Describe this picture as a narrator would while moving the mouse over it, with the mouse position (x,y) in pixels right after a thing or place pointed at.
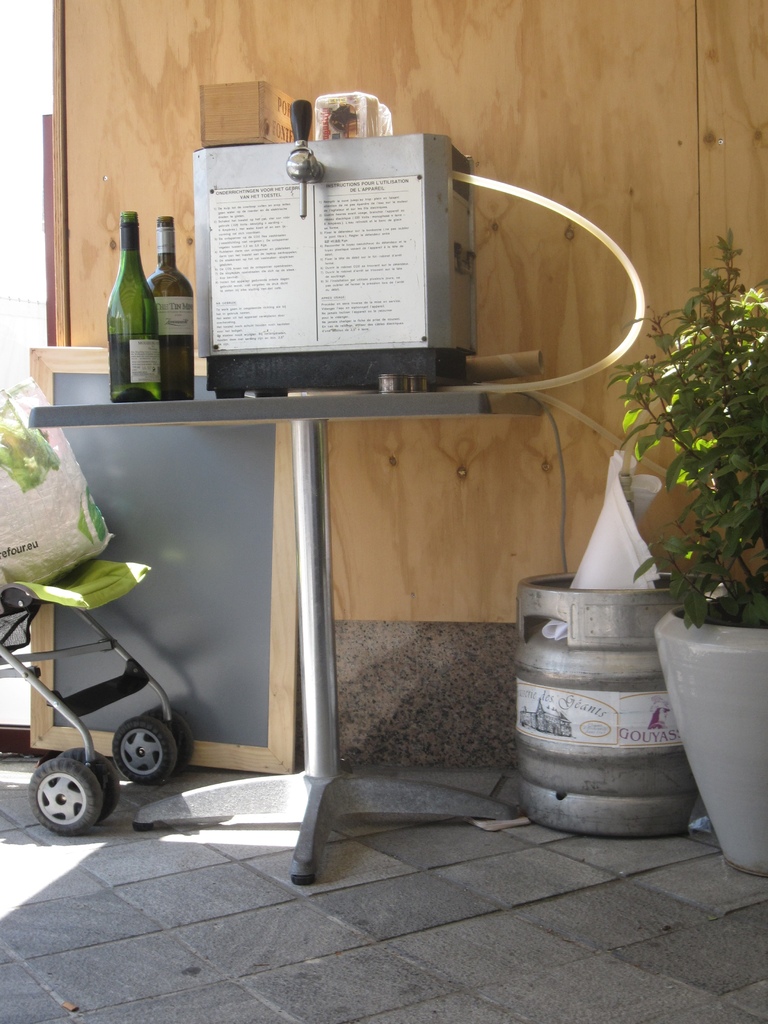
Here I can see a table (324,411) on which a box (209,326) and two bottles (170,353) are placed. On the right side (719,595) there is a plant pot (709,492) and some other objects (609,651) are placed on the floor (626,859). On the left side (77,801) there is a trolley (77,693) on which I can see a bag (67,500). In the background (475,53) there is a wall (455,93) made up of wood (305,54).
